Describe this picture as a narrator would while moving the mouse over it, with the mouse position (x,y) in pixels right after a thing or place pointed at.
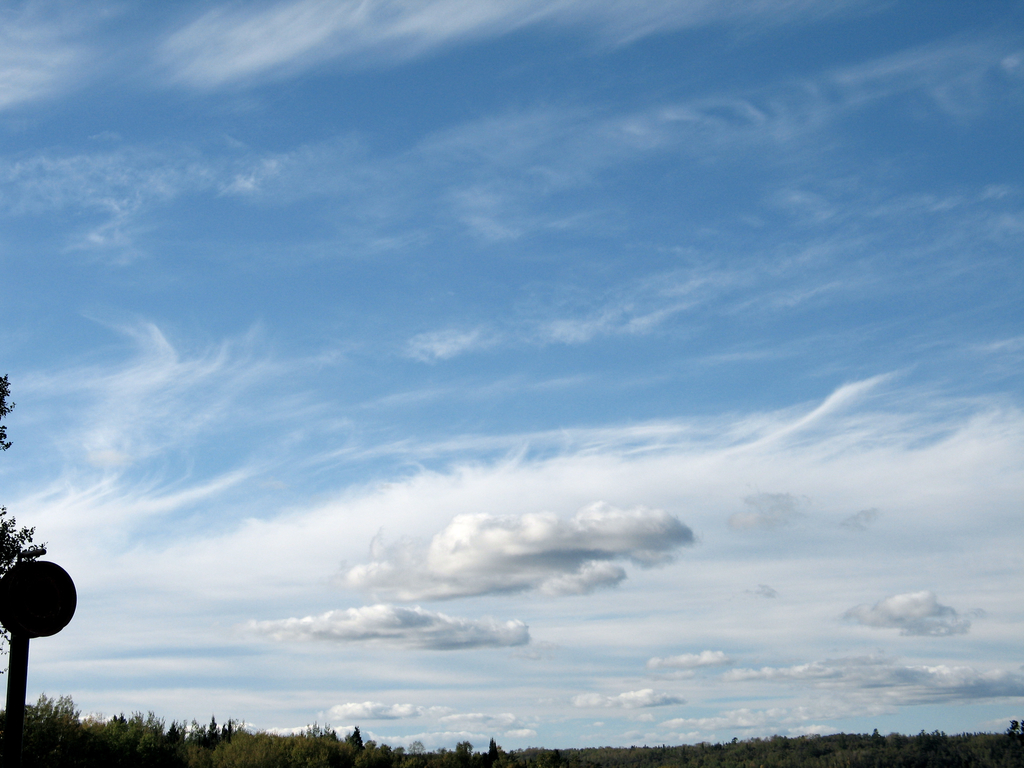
In this picture we can see few trees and clouds (498,539), on the left side of the image (36,632) we can see an object (31,622).
